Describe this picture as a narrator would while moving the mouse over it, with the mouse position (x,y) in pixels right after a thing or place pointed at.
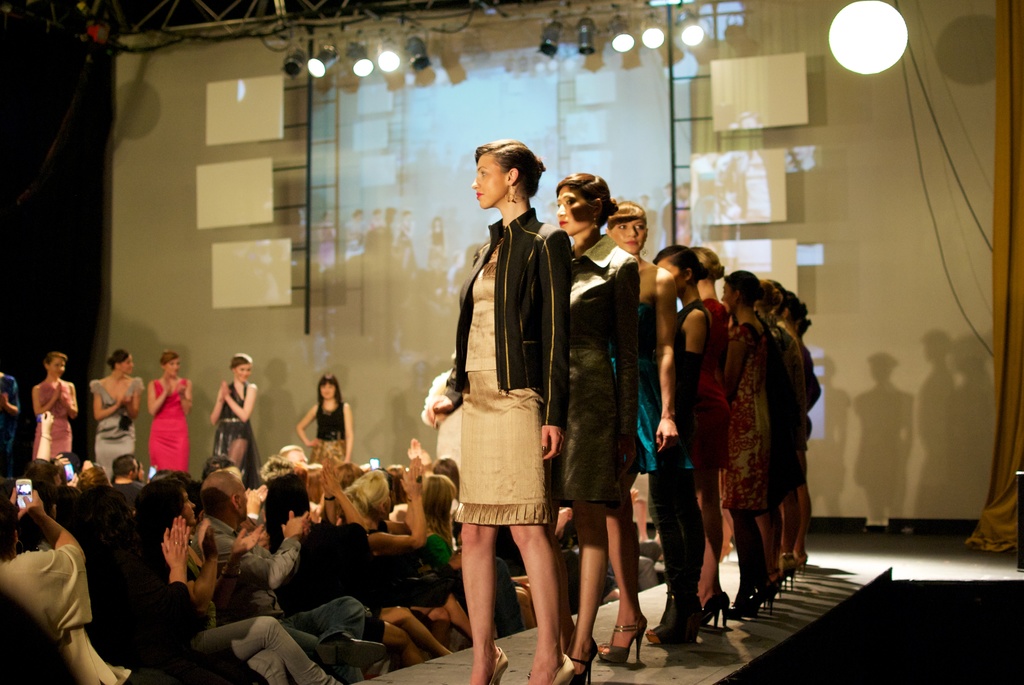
In the image I can see some ladies (687,556) who are standing on the ramp (644,677) and around there are some other people (308,519) sitting and also I can see some lights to the roof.
